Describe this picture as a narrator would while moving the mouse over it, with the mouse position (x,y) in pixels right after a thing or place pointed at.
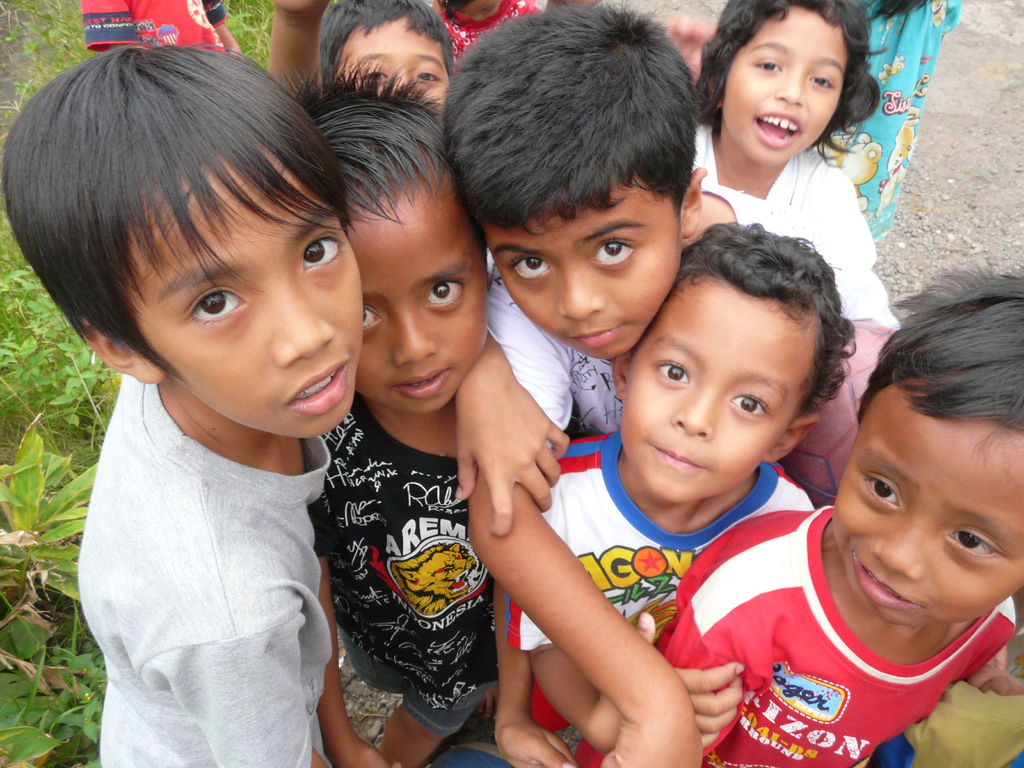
In the center of the picture (601,287) there are kids (388,59). On the right (976,198) it is land (925,236). On the left (77,455) there are plants (48,401).
